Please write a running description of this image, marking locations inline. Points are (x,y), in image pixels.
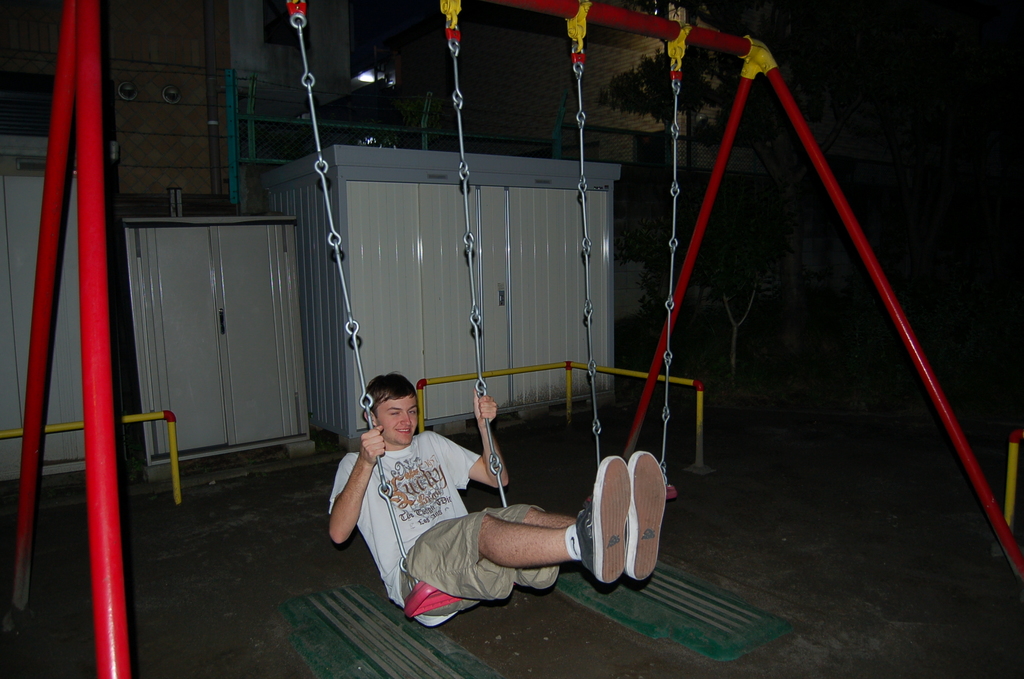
As we can see in the image there is a man (366,459) wearing white color t shirt (394,484) and swinging. In the background (313,310) there are cupboards (236,251).
